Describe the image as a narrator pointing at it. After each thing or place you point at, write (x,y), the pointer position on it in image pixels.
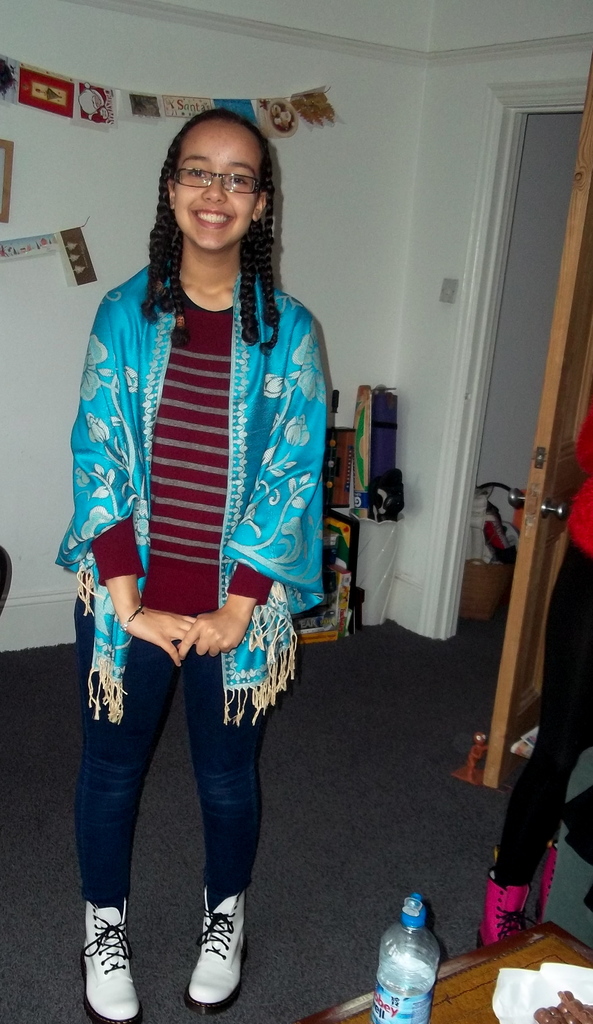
In this picture we can see a person (282,596) who is standing on the floor (368,777). She is smiling and she has spectacles (226,184). On the background (309,204) there is a wall (329,194) and this is door (550,541). And there is a bottle (415,940).
